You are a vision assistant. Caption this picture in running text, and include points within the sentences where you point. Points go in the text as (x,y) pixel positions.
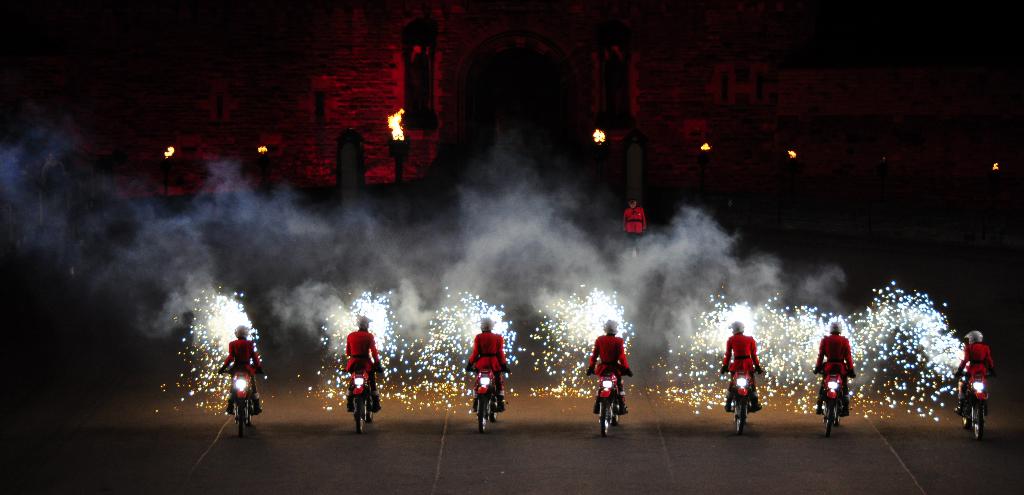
In this picture we can see a group of people (821,364) riding the motorcycles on the road (157,360). Behind the people (231,353), those are looking like firecrackers (872,325) and a person (630,229) is standing. Behind the person (627,231), those are looking like fire torches (168,157) and a building (309,68).
